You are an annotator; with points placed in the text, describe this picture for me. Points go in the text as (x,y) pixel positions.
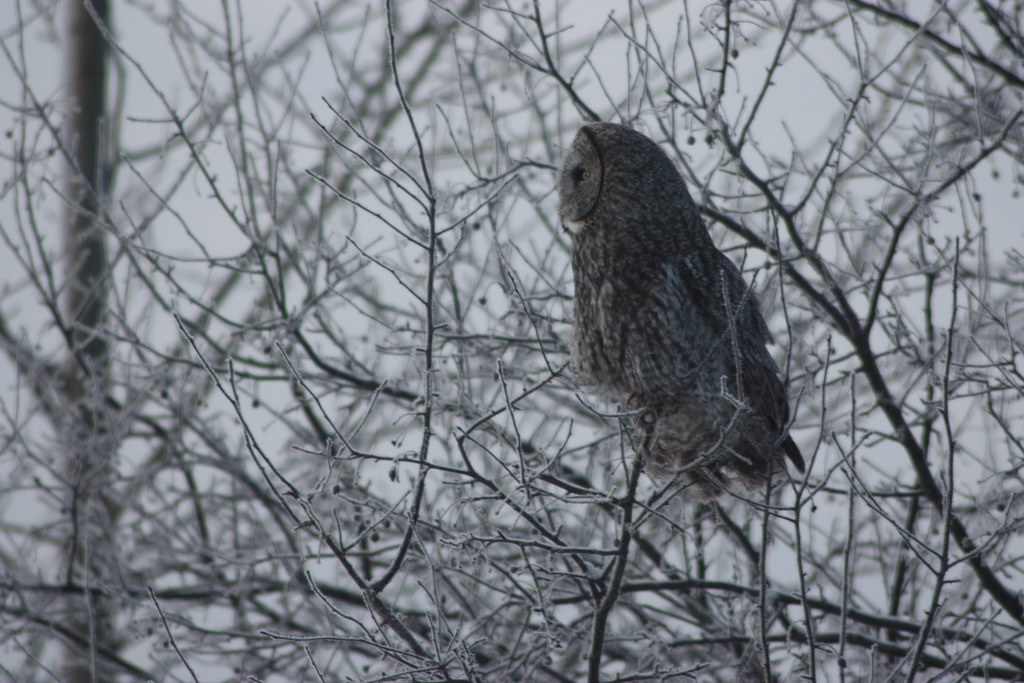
In this image I can see an owl (698,323) which is white and black in color is on the tree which is black and white in color. In the background (647,496) I can see the sky (265,163).
